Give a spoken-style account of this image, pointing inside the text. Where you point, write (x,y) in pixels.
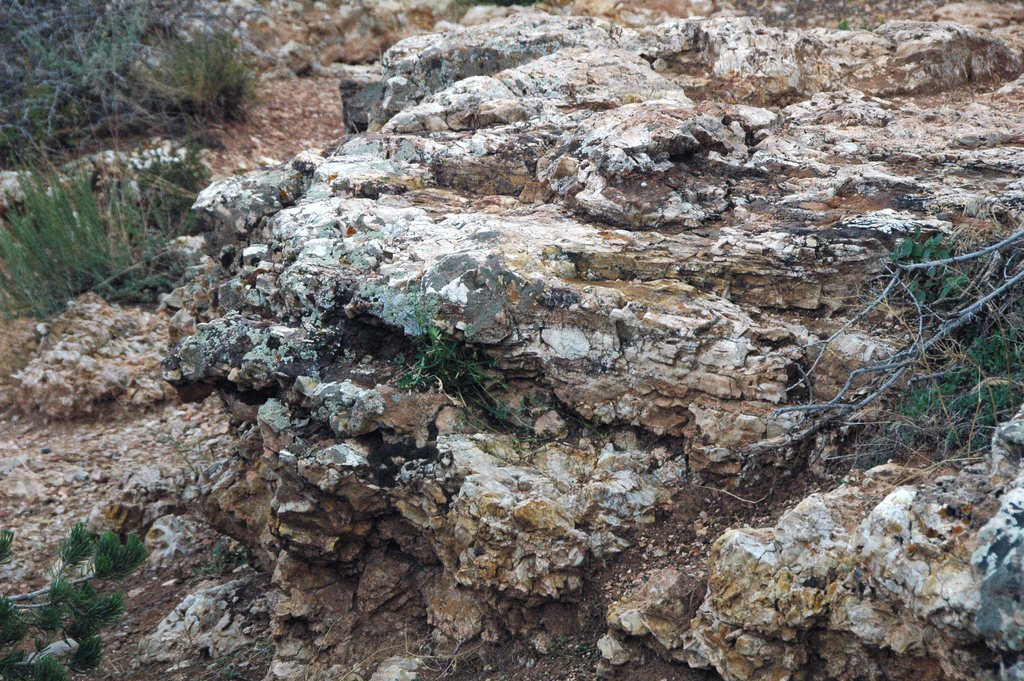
In this image there is rock surface (228,331) and grass (88,253).
